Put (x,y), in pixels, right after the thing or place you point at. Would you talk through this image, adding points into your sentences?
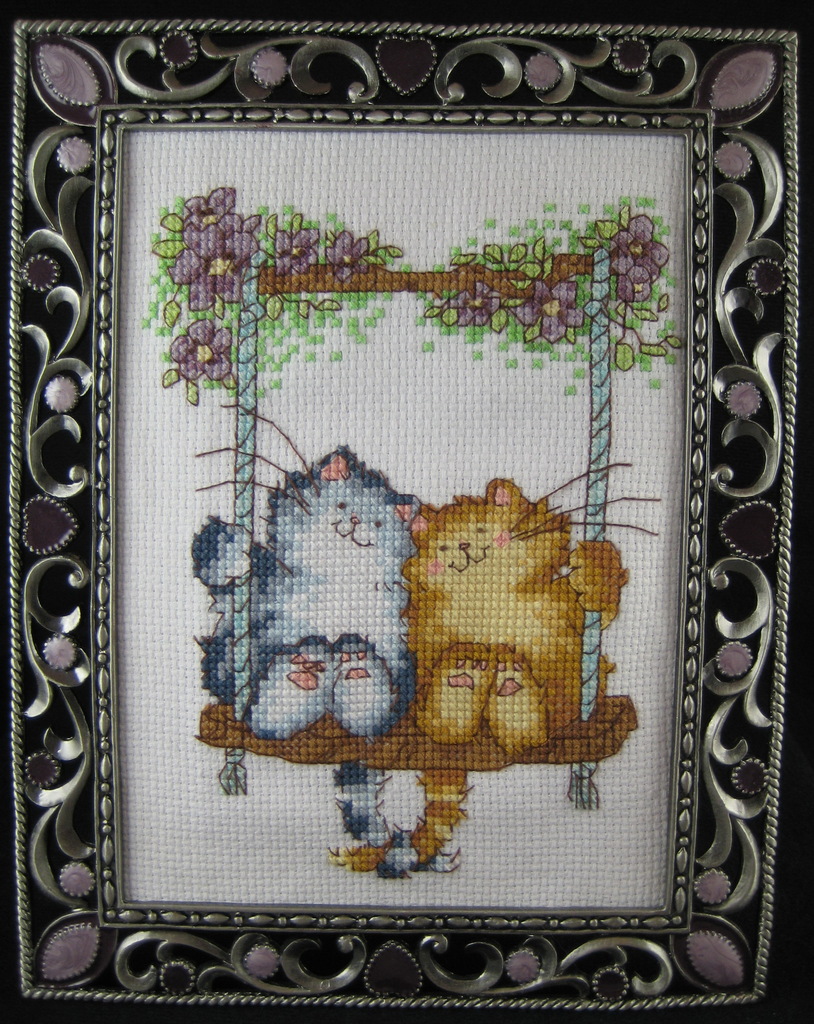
In this image, we can see a photo frame (41,781). In the photo frame (751,702), we can see a painting (328,419), two animals (463,625) which are on the cradle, some plants (671,343) with flowers (182,268). In the background (498,343), we can see white color.
